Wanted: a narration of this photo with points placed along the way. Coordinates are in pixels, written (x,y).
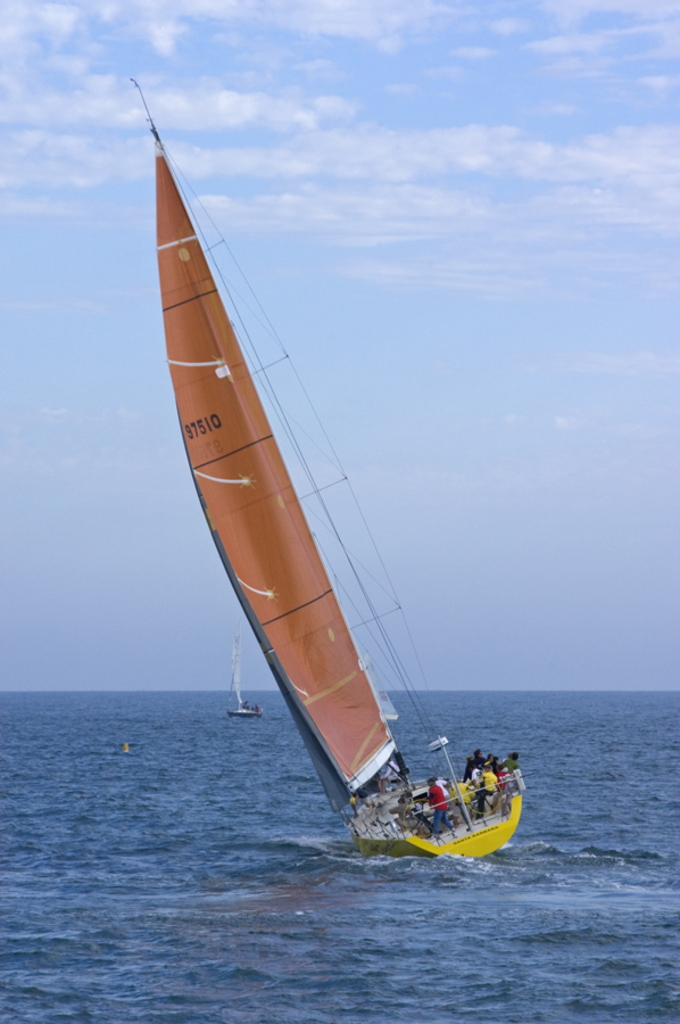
In this image we can see persons (485,789) in ship (278,566) on the water (483,861) and sky (472,351) with clouds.
